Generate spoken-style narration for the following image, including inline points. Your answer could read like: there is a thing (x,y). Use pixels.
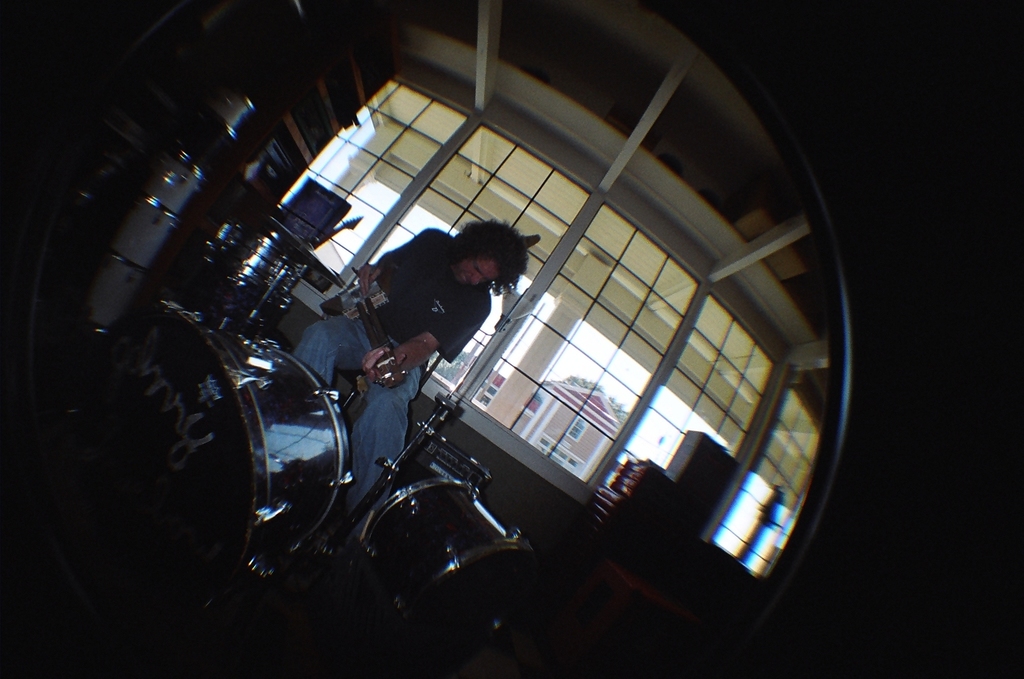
In this image I can see the person (399,439) playing the musical instrument (362,309). In front (279,292) I can see few musical instruments (496,555). In the background (374,257) I can see few windows (624,310) and I can also see the house (595,423), few trees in green color and the sky (574,374) is in white color.
